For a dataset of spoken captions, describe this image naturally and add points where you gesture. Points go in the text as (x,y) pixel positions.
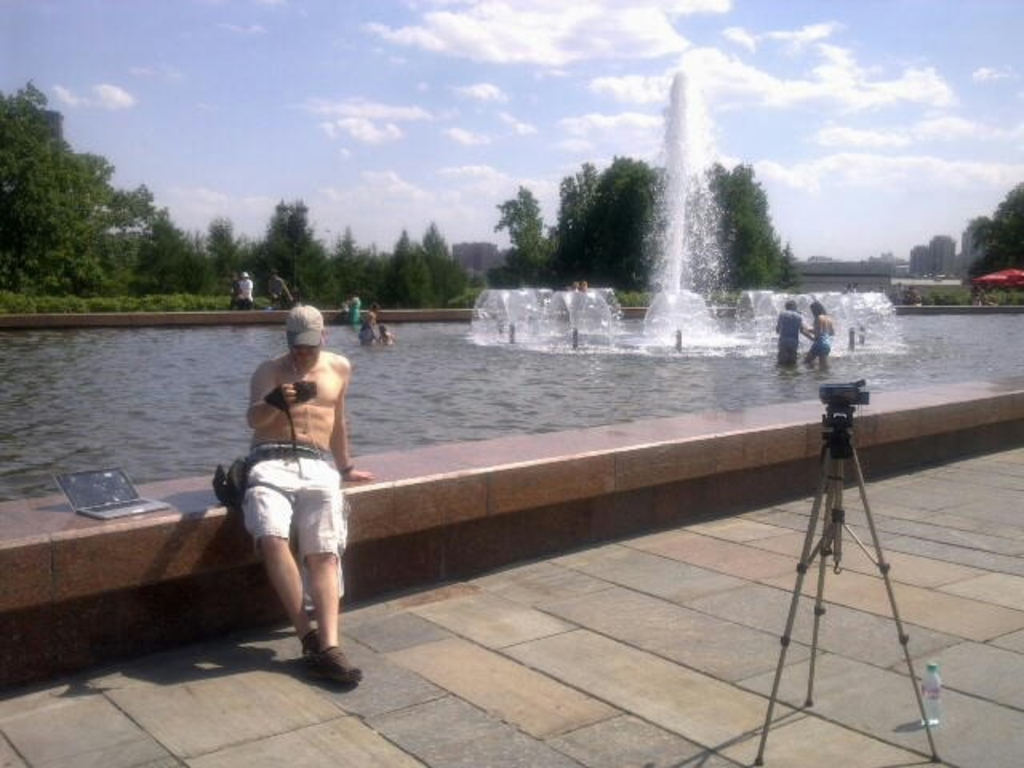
There is one camera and a bottle (928,702) at the bottom right corner of this image (937,689). There is one person (341,492) sitting on a boundary wall (372,490) and holding a camera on the left side of this image (302,480), and there is a laptop (113,498) on the left side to him. There is a fountain (746,315) in the background (760,339). There are some persons (373,311) as we can see in the middle of this image (350,299), and there are some trees (555,258) in the background (742,242). There is a cloudy sky (485,82) at the top of this image (581,126).
